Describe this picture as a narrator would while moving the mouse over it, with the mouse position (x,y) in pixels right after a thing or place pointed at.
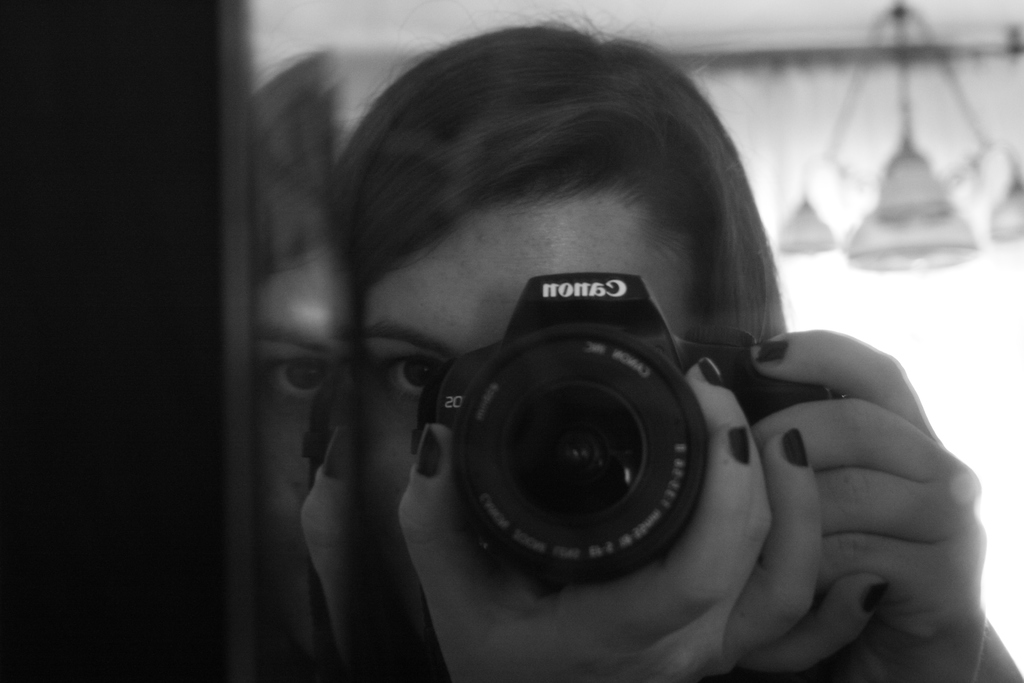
In this image I can see a woman (436,237) and she is holding a camera (544,290).
